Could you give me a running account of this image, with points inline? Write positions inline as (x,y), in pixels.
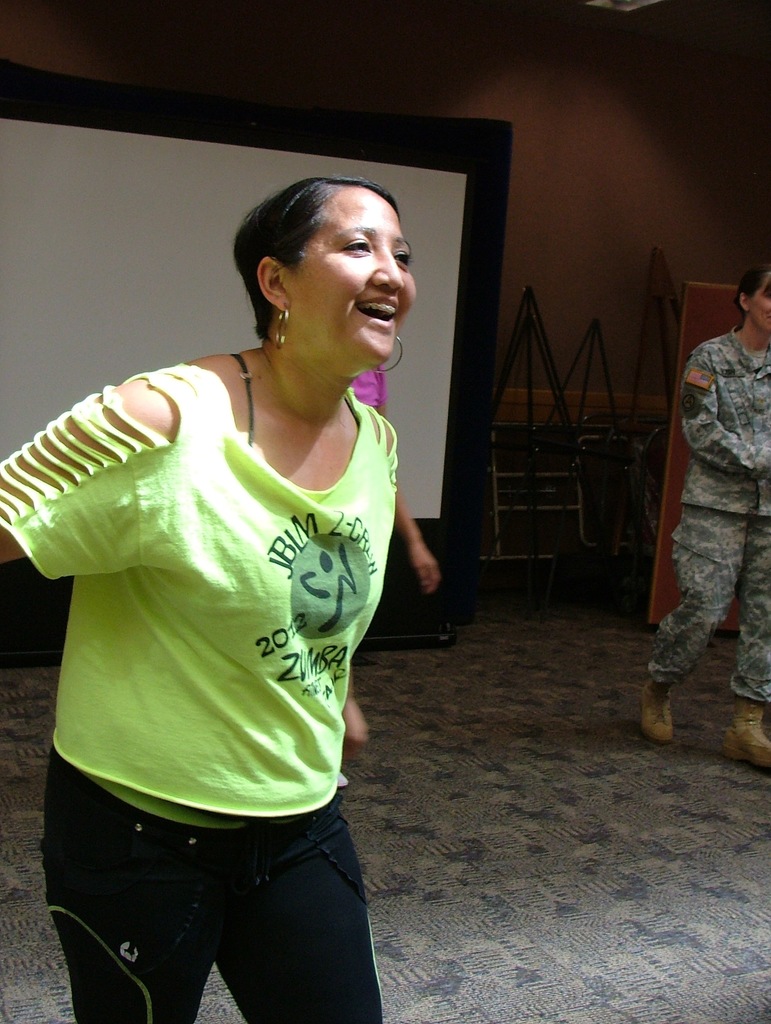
This picture shows couple of women (231,751) walking and we see screen (412,626) and another human (425,574) on the back (405,408) and we see smile on the face (378,320) of a woman (328,328) and she wore a green color t-shirt (97,407) and black color trouser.
